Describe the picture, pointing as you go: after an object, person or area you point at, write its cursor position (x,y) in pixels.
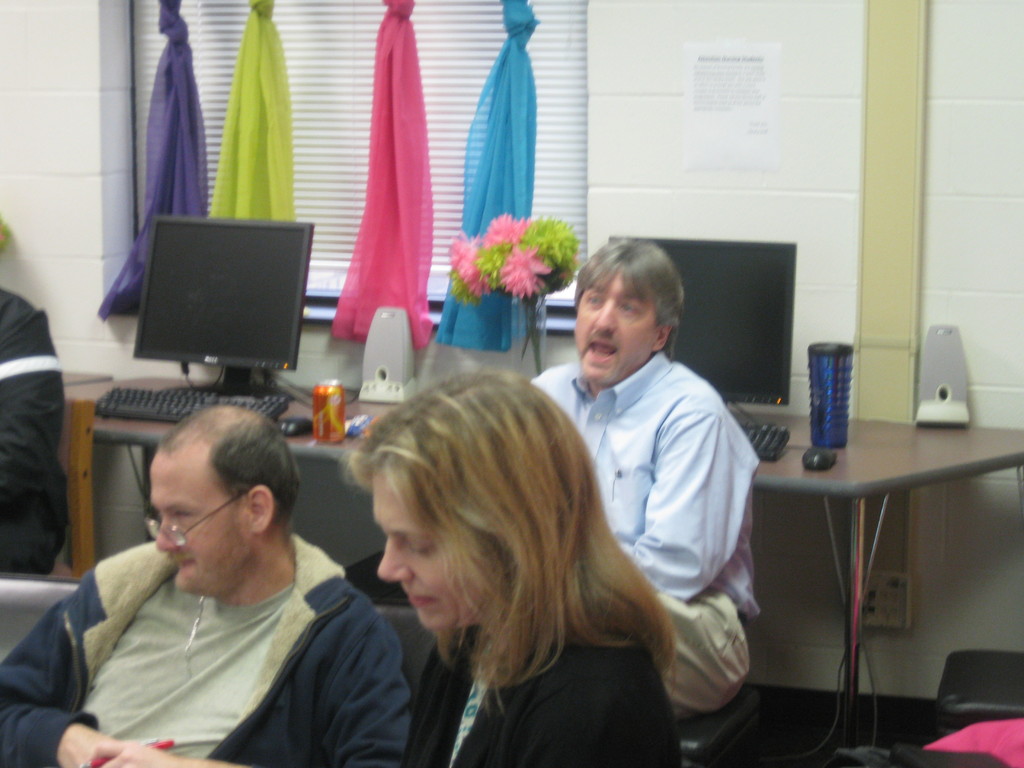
In this picture there are four people (195,523) sitting women (608,557) and person (695,384) sitting beside is speaking there is a monitor (766,386) keyboard (773,429) and mouse (816,452) behind him on the table (900,435) and there are some decorative curtains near the window (482,79).
